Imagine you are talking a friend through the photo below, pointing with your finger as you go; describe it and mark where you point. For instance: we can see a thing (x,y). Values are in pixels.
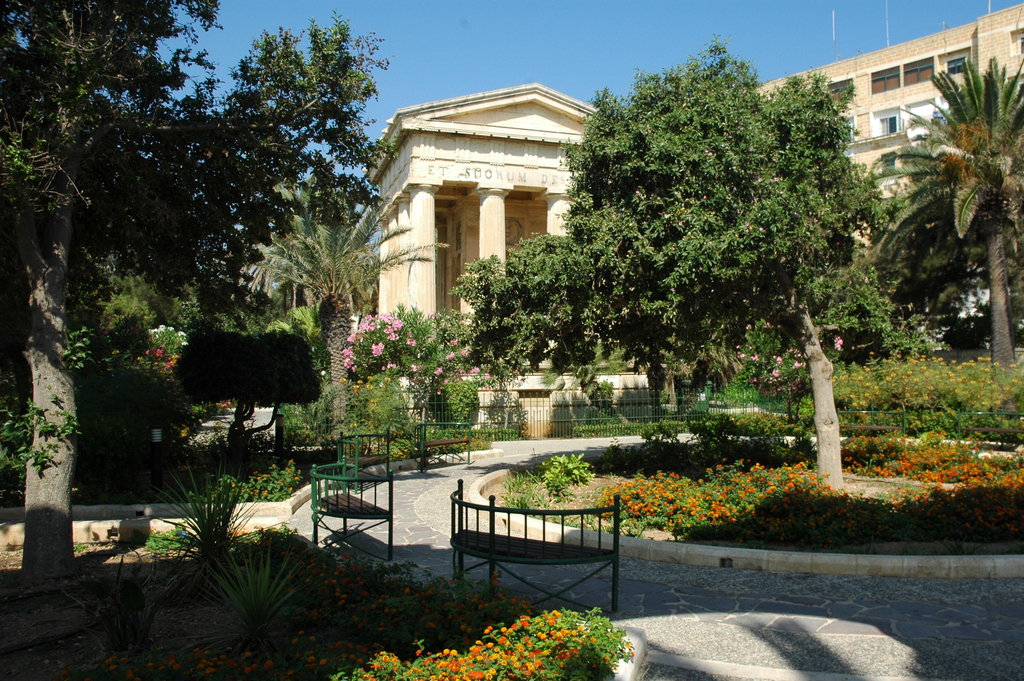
In this image, we can see some trees (556,270) and plants (782,492). There are benches (595,557) at the bottom of the image (503,552). There are buildings (886,74) in the middle of the image (412,234). There is a sky (456,43) at the top of the image (478,76).
